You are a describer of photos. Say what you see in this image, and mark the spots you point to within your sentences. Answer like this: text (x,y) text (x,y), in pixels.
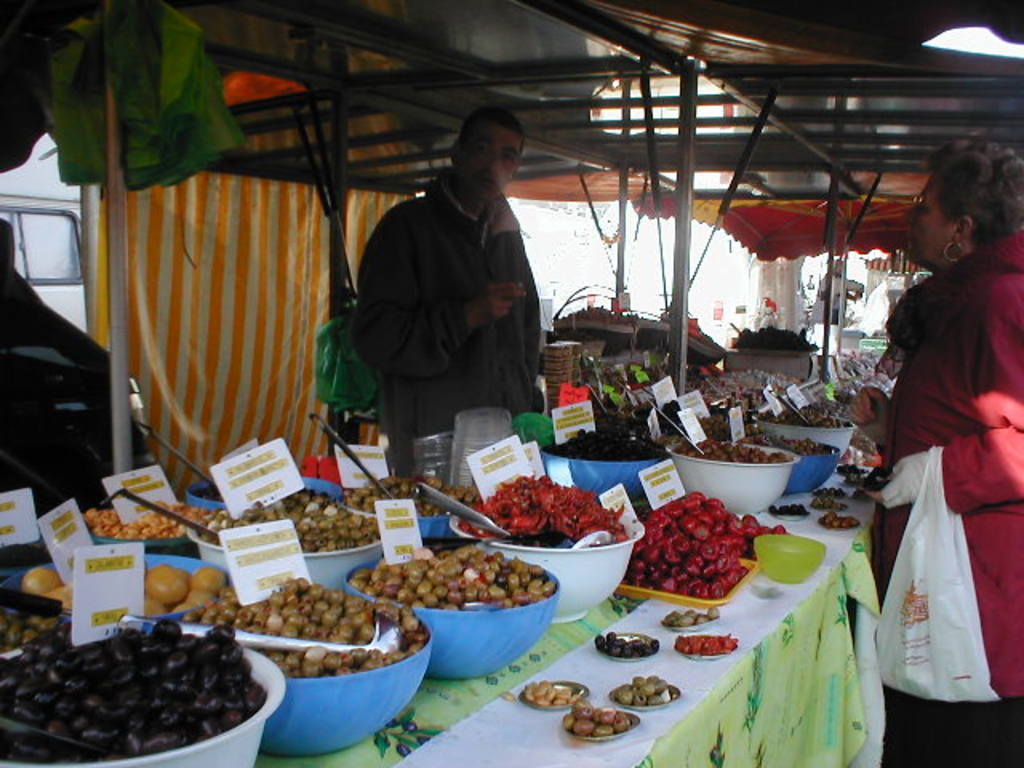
In this image a person (451,411) is standing behind the table (521,757) having bowls (778,561), plates (747,572). Right side (1021,482) there is a woman (1001,484) carrying a bag (975,601). They are under a tent (537,97). Bowls (600,473) and plates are having food (294,612) and price boards (256,443) in it. Left side (11,209) there is a vehicle (67,244).
